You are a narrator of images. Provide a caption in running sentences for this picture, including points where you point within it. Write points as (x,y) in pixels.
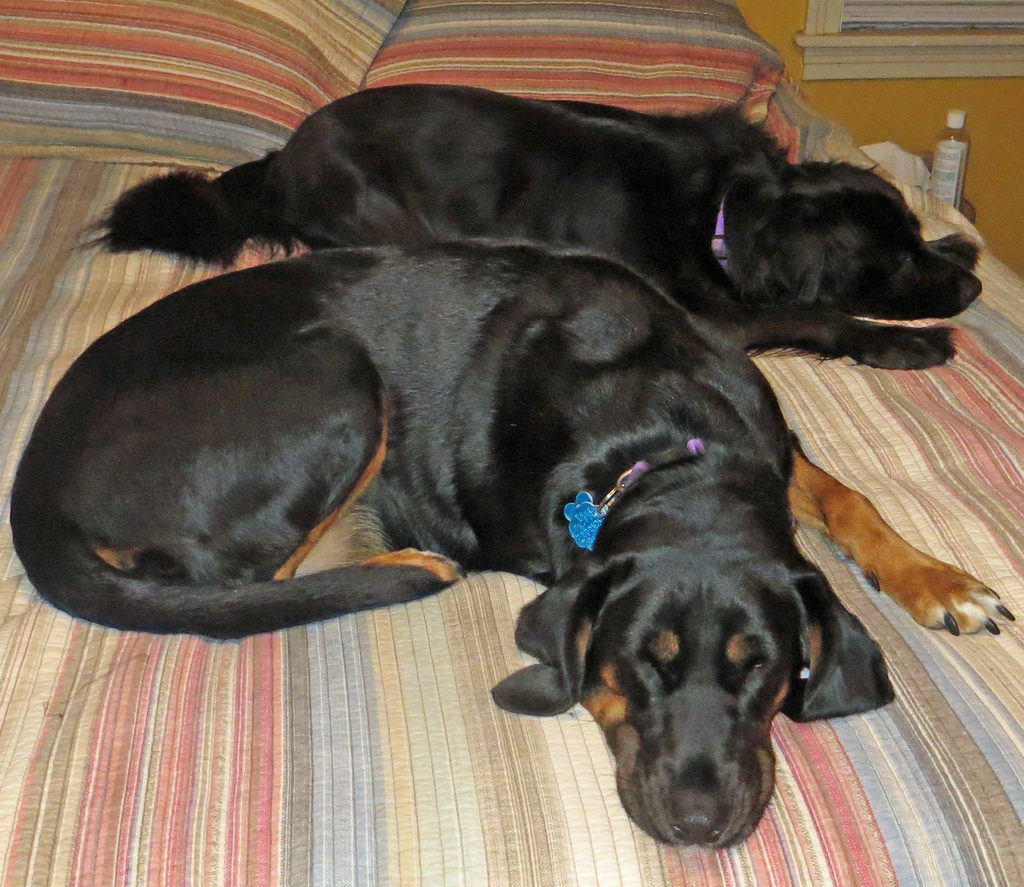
In the given picture, we can see two dogs (363,504) sleeping on the bed (946,209), after that we can see two pillows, bottle (942,173), white color cloth (904,177) and finally we can see the wall (886,100).
